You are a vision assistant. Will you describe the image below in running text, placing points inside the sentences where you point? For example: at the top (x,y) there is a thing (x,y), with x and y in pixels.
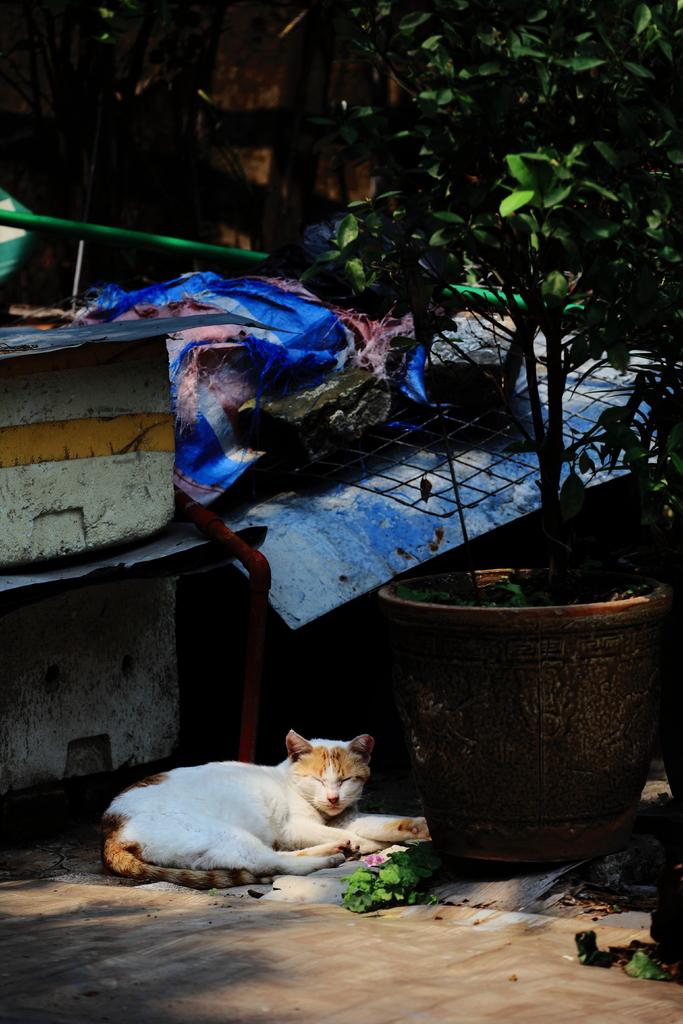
In this image, we can see a cat (212,860) is laying on the ground (252,962). Here we can see mesh (410,433), plant (673,220) with pot (513,679), few objects (447,523), clothes (271,378), rod (194,247). Background (245,42) there is a wall (246,93).
